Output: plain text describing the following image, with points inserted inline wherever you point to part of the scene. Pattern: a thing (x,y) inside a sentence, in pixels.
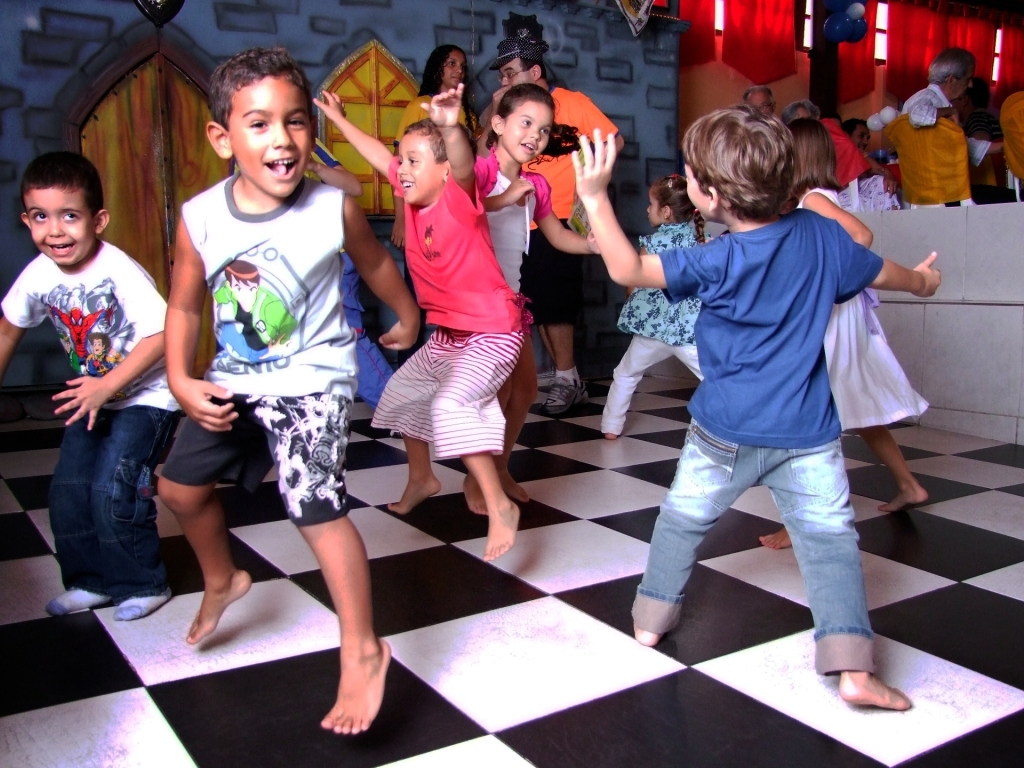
In this picture we can see a group of children (246,196) dancing on the floor (667,664). In the background (335,142) we can see some people (942,57), chair (932,132), walls (983,315), clothes (734,38) and some objects (506,41).
